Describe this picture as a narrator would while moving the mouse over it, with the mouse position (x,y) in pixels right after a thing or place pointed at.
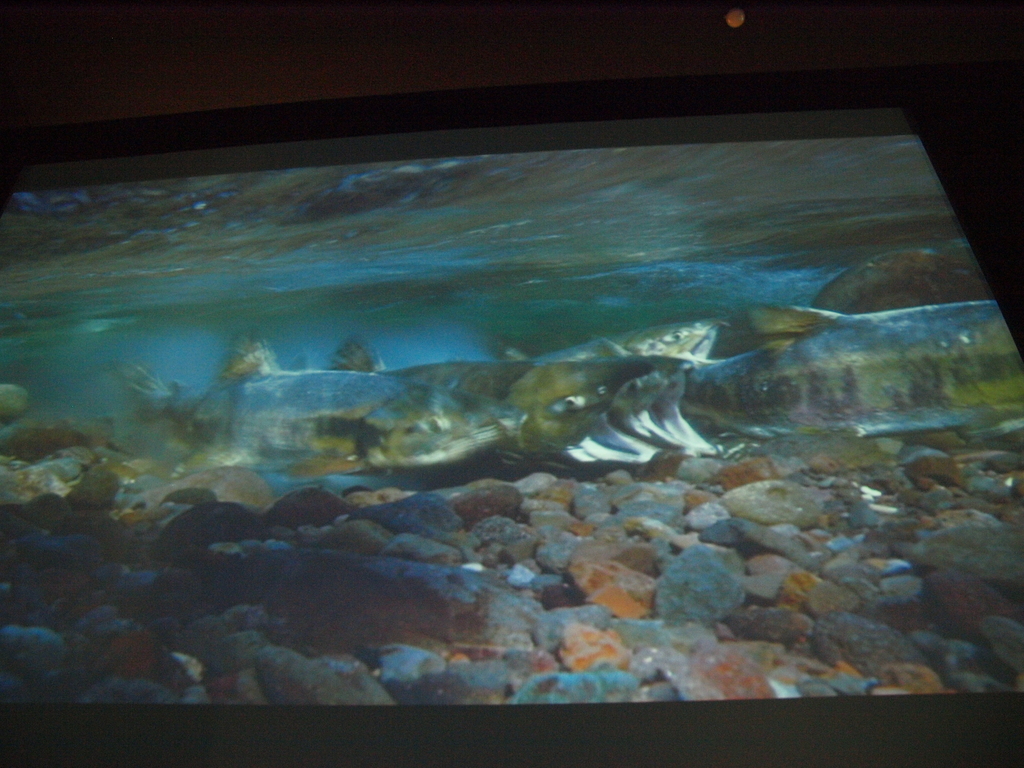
In this image we can see an object (509,175) looks like an aquarium (501,243), there are fish (590,358), water (461,277) and stones (609,503) inside the aquarium (408,205).
